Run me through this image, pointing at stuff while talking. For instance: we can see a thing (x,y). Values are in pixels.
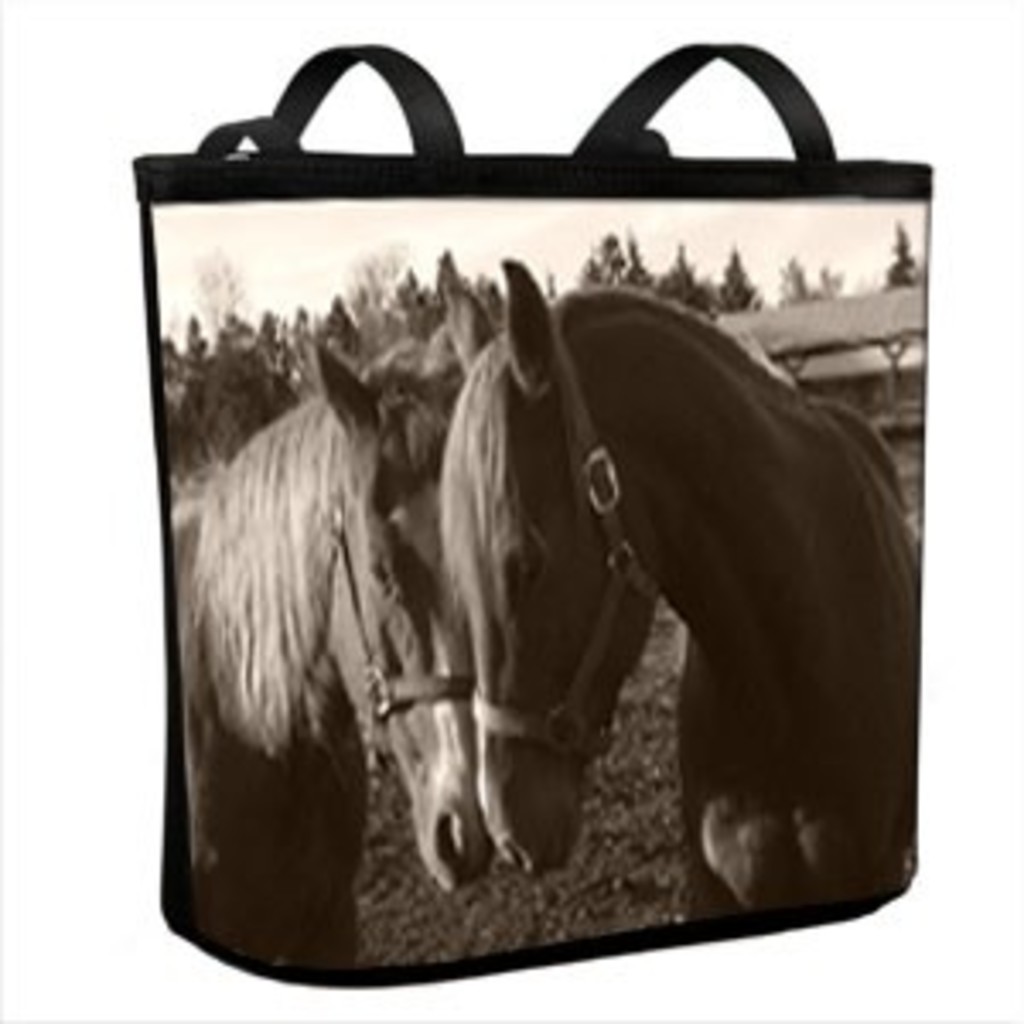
In this picture we can see couple of horses (513,475), few trees (703,287) and a shed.
